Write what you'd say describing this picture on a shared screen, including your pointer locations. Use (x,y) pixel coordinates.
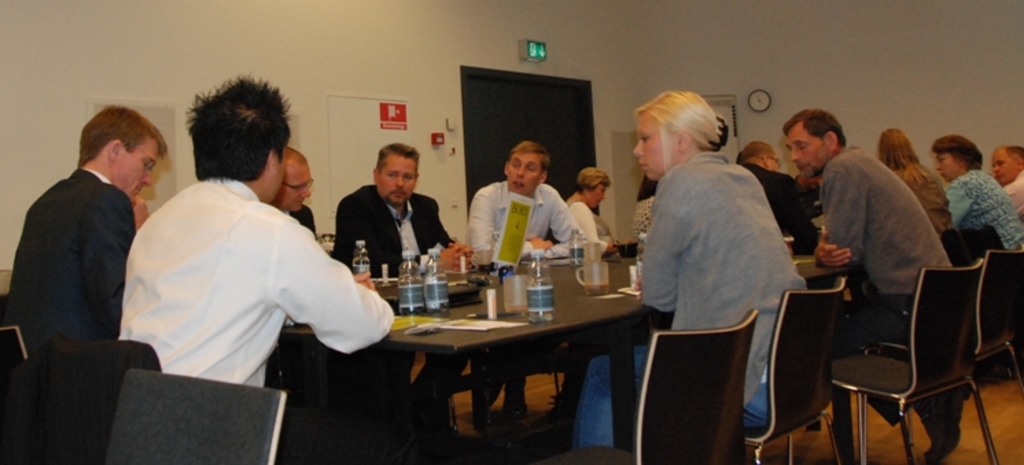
In this picture there are several people (853,199) sitting on the table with water bottles (538,300) and cups (520,300) on top of it. There is also an exit door (539,76) in the background (524,97).
